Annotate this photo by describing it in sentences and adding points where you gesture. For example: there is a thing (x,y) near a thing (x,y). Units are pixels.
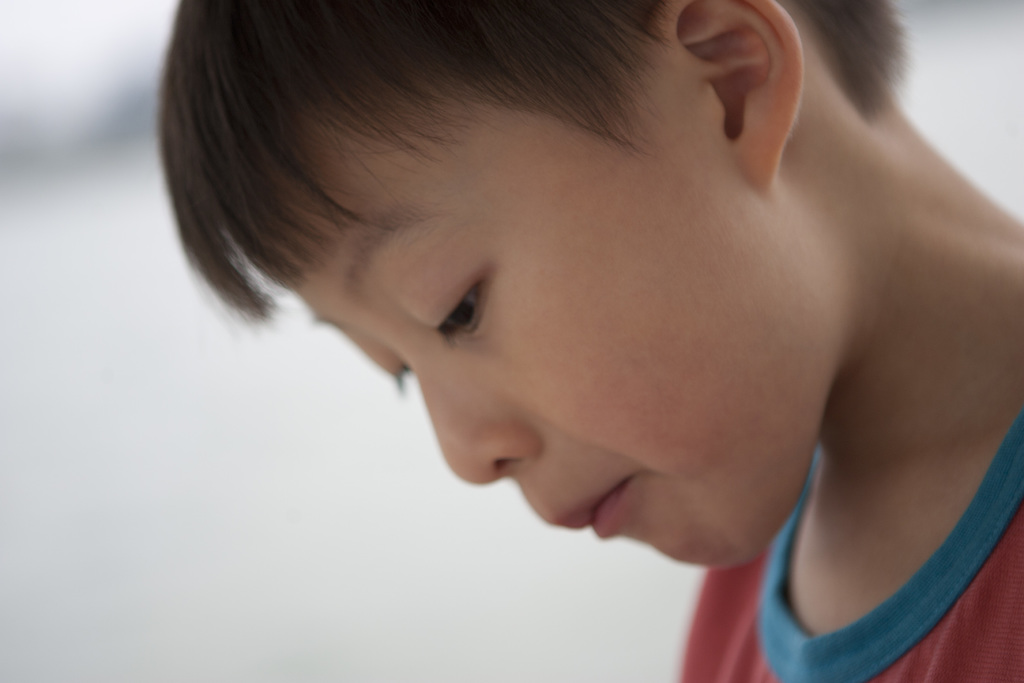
In this picture, we see a boy (658,341) is wearing a red T-shirt (892,615). We see two eyes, nose (519,462), mouth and an ear (788,46) of the boy (567,345). In the background (215,472), it is white in color.
